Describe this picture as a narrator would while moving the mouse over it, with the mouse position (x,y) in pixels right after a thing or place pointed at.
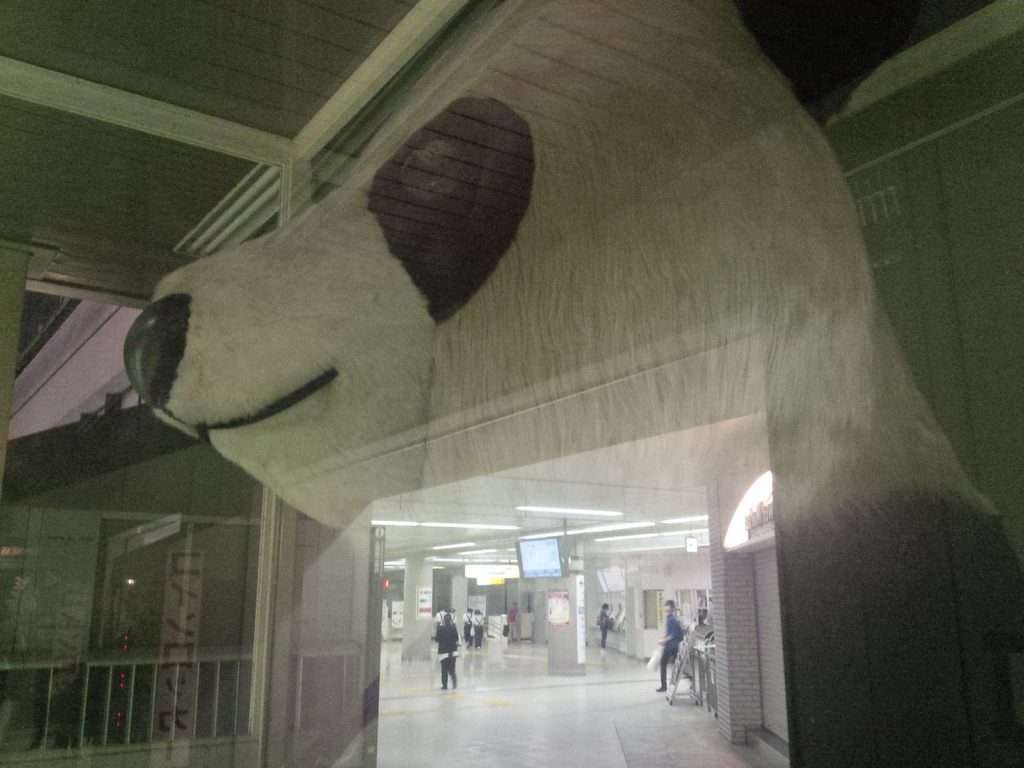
In this image we can see a few people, there are some pillars (431,578), there is a TV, we can see the walls (202,642), rooftop (159,246), also we can see the fence (204,663), and a reflection (434,378) of a teddy bear (584,287).
